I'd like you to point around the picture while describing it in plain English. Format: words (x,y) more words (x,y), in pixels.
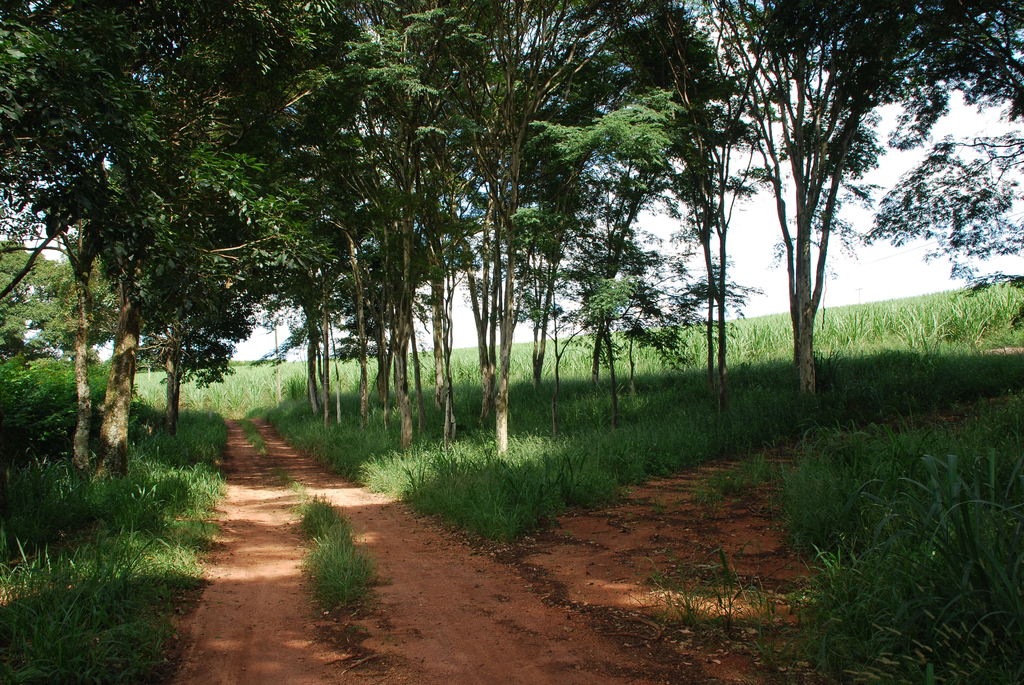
In this image we can see a few trees (383,291), plants (353,373) and grass (611,466) on the ground (524,444), in the background (732,218), we can see the sky (786,161).
